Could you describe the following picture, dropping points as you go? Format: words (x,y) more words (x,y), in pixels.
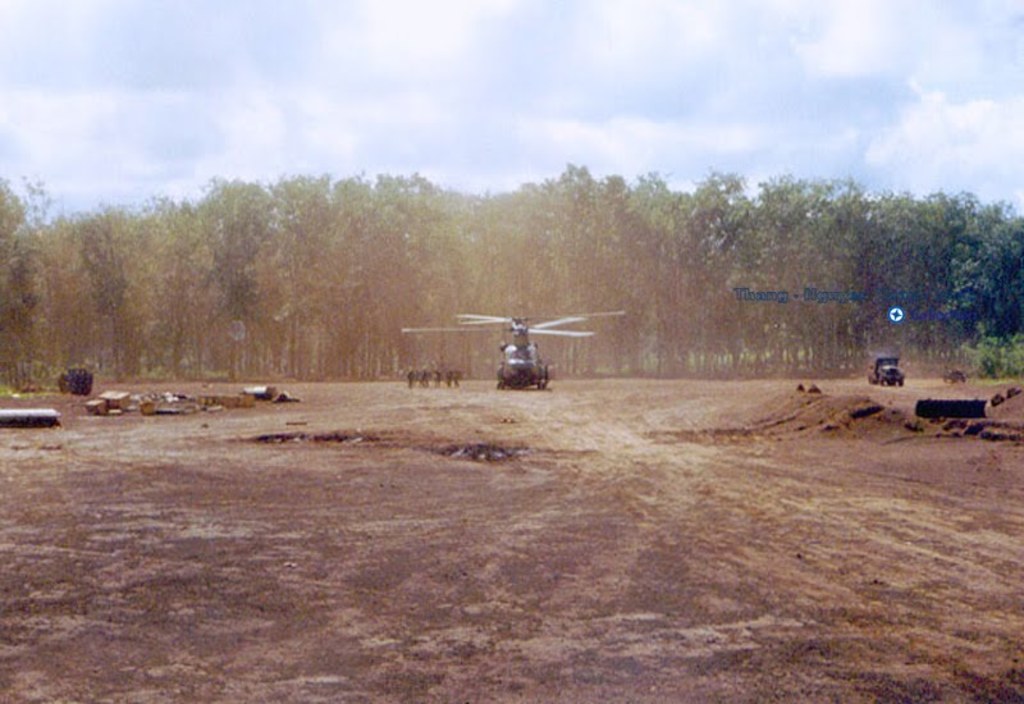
In the middle of the picture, we see a helicopter (497,372). Beside that, we see people (408,383) standing. At the bottom of the picture (486,562), we see soil (293,525) and stones (183,414). On the right side of the picture (878,373), we see a jeep (877,384). There are many trees (399,299) in the background (373,229). At the top of the picture (381,139), we see the sky (463,57).
